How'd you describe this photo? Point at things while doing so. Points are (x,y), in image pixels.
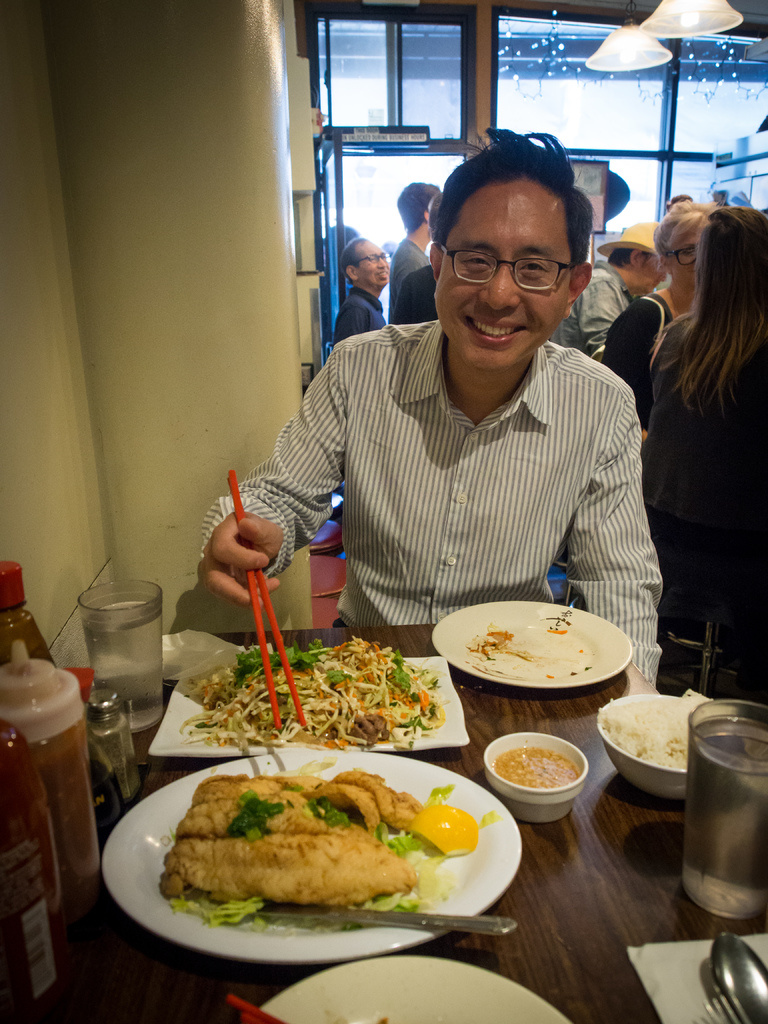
In this image in front (125,682) there is a table (125,1006) and on top of the table (146,953) there are food items (319,776) in a plate (463,892), there are sauce bottles (95,821), glasses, spoons (726,959), fork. In front of the table (650,924) there is a person (369,422) sitting on the chair (334,549) and he is smiling. Behind him there are few other people (641,354). In the background of the image (327,262) there is a door (366,184). At the top of the image (690,5) there are lights (691,19).
